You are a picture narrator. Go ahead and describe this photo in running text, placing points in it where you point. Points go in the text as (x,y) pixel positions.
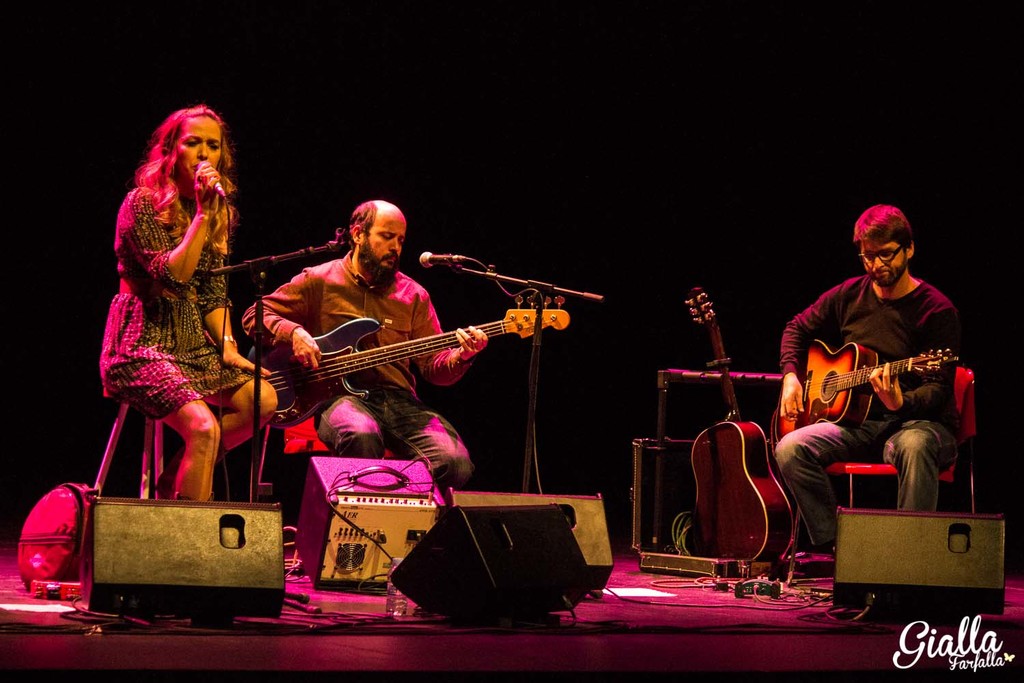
In this picture we can see three persons (207,137) sitting on the chairs (146,440). She is singing on the mike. Here we can see two persons (899,358) playing guitar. This is the floor (691,600) and these are some musical instruments (583,552).
